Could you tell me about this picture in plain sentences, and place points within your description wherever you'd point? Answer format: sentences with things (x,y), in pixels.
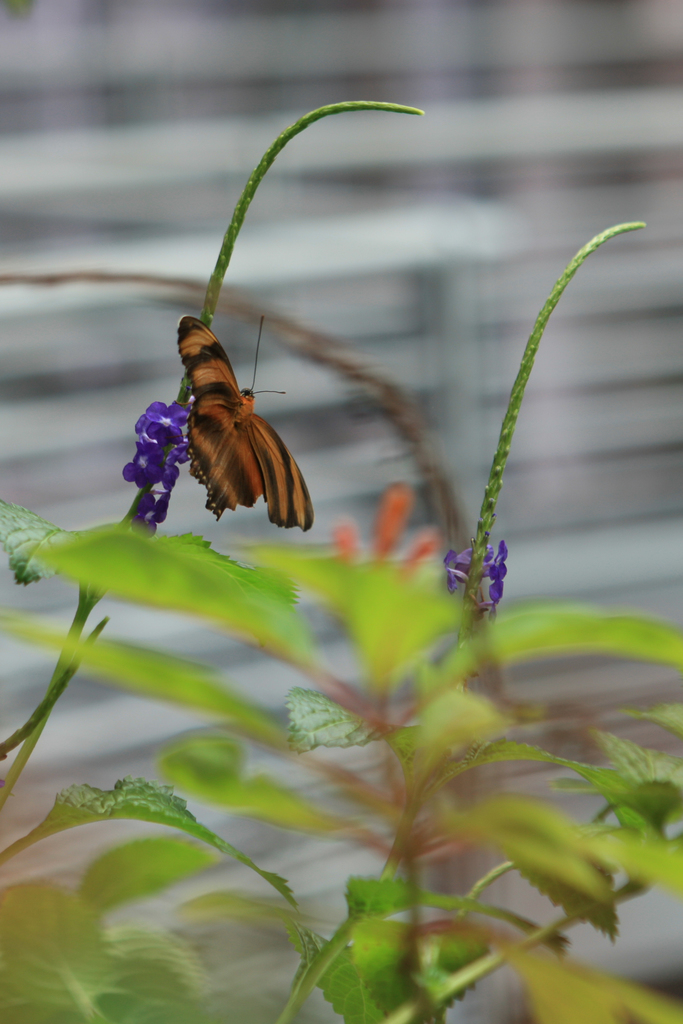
In this image I can see a plant (146,410) and I can see a butterfly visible on the flower (158,441).
